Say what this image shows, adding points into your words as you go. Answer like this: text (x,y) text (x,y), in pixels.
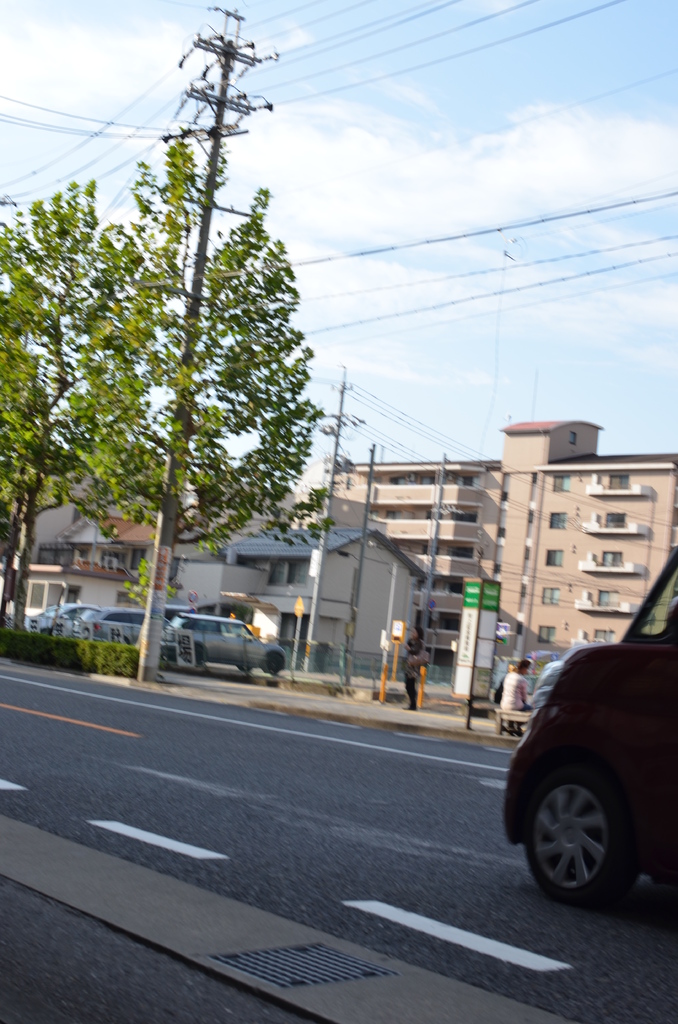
In this image we can see road (284,813) on which there is vehicle (538,829) moving and at the background of the image (474,560) there are some buildings (293,612), persons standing and cars (95,622) parked and there are some trees (72,285) and at the top of the image (565,14) there is clear sky (420,199).
